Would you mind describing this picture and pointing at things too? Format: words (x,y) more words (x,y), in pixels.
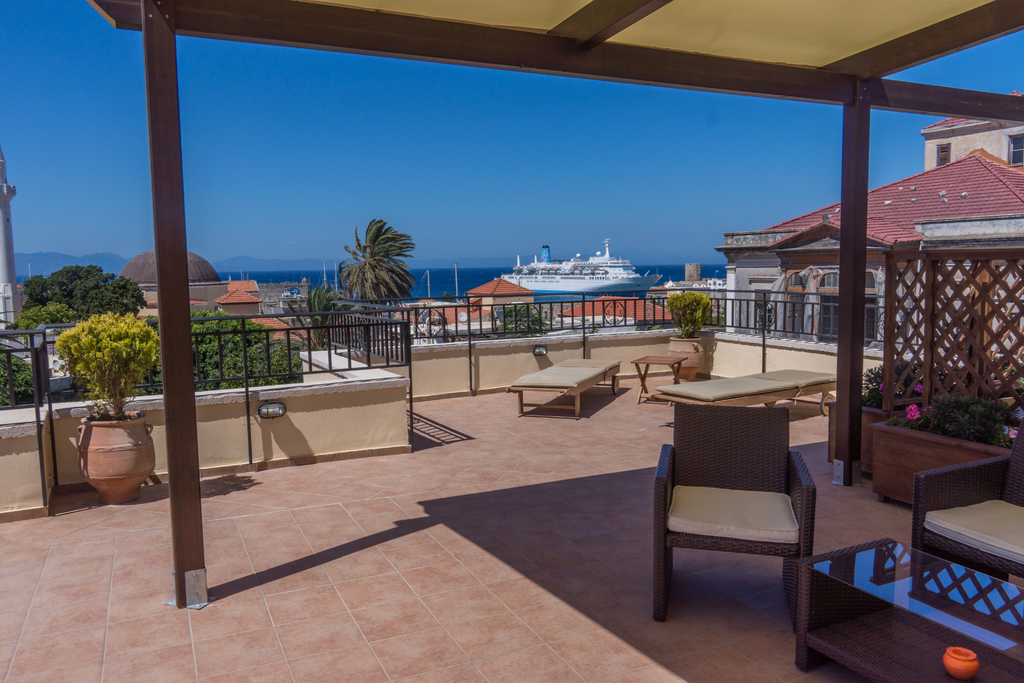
In this image at the left side (120,338) there is a pot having plant (105,407) in it at the backside of it there are few trees (107,309) and building (269,319). At the middle of the image (577,271) there is a ship (594,263), houses (440,331) and few trees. At the right side (958,463) there is a house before it there are pots (937,457) having plants (954,412) in it. At the right side (753,435) there are two chairs (687,429) before a table (832,582). There are two beds (704,391) in between there is a table (678,378) and back to it there is a pot (692,347) having plant (692,332) in it.
